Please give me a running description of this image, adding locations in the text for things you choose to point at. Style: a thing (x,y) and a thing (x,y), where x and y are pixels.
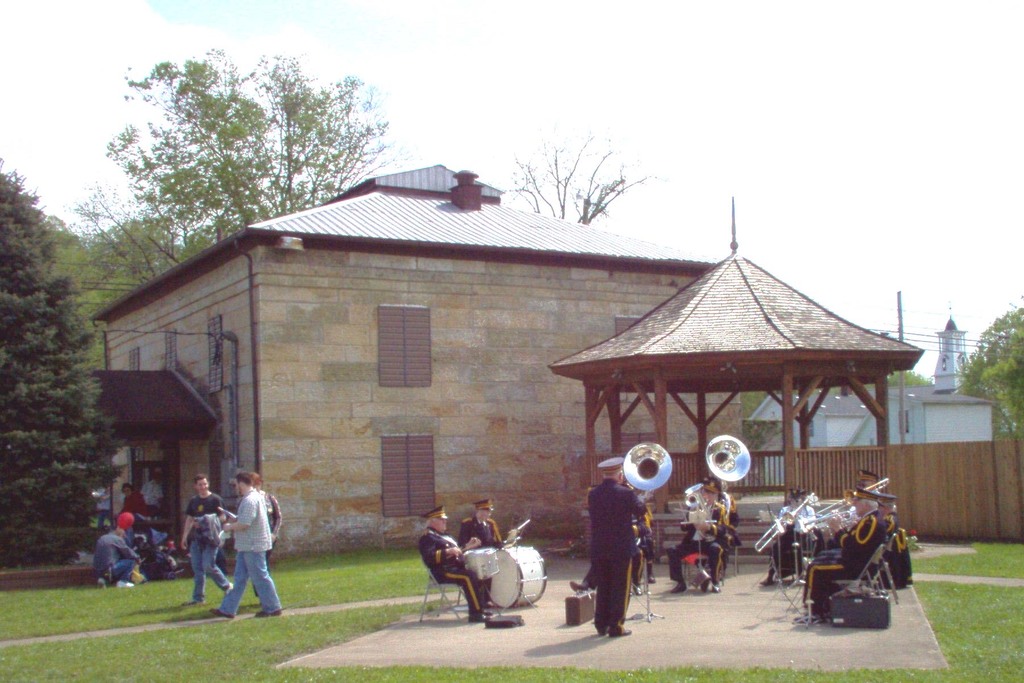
In this image in the front (579,677) there's grass (441,667) on the ground (521,669). In the center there are persons (604,544) playing musical instruments (813,524). On the left side (125,554) there are persons (198,513) walking and sitting. In the background (309,379) there are houses (375,398), trees (17,321), there is a shelter (721,364) and there is a wooden fence (921,473) at the top (717,98) there is sky (800,101).
